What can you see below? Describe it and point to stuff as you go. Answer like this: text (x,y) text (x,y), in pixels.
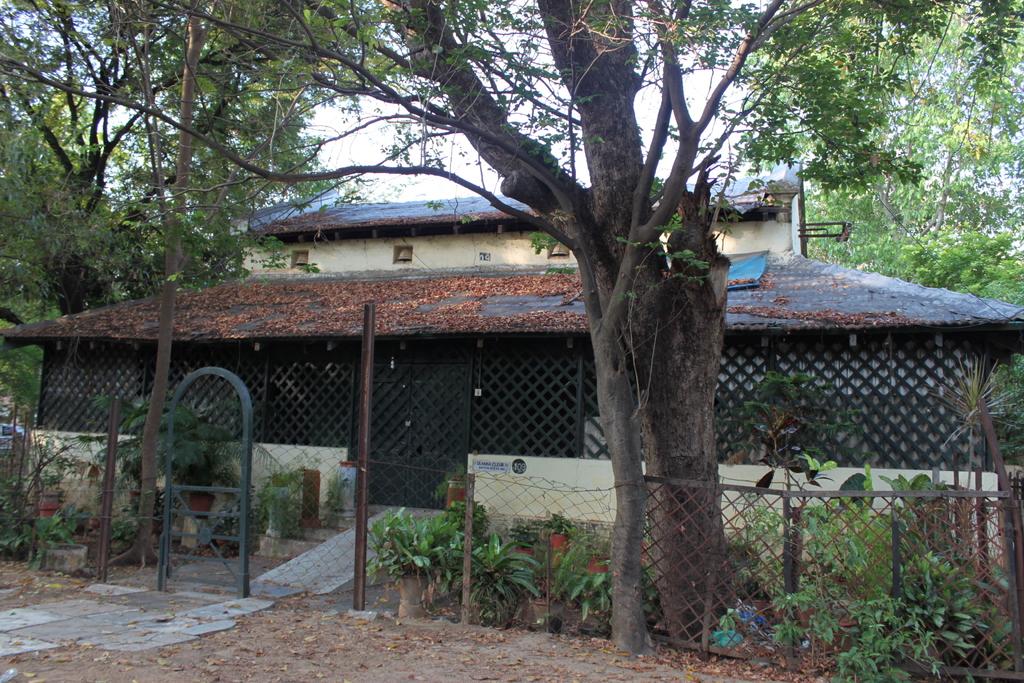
In this image I can see the railing (735,508), few plants (520,566) and trees (613,274) in green color. In the background (451,274) I can see the building (353,225) and the sky (701,77) is in white color.
